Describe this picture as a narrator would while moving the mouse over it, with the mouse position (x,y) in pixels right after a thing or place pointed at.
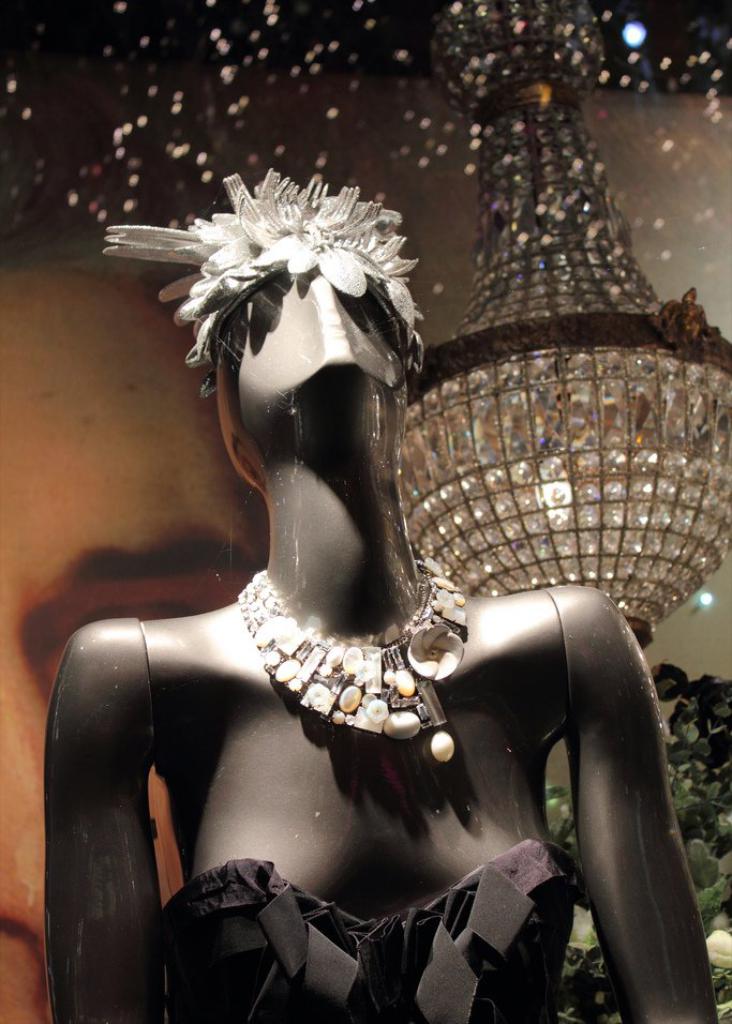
There is a mannequin (446,806), it wore a crown (272,210) and necklace (430,657) and black dress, behind the mannequin (83,954) there is a glass (14,101) and behind the glass (425,46) a huge light (498,64) is hanged to the roof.
